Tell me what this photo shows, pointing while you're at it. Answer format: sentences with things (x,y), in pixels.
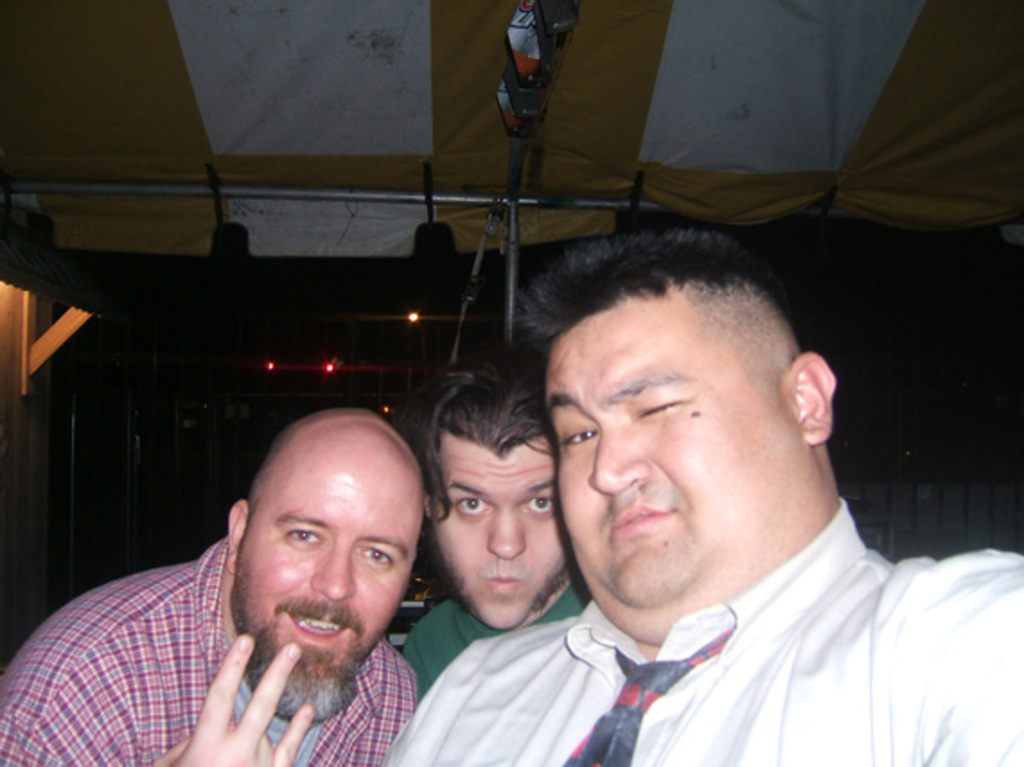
There are three persons (472,514) standing at the bottom of this image (578,667) and there is a shelter roof (353,241) in the background (272,154).
